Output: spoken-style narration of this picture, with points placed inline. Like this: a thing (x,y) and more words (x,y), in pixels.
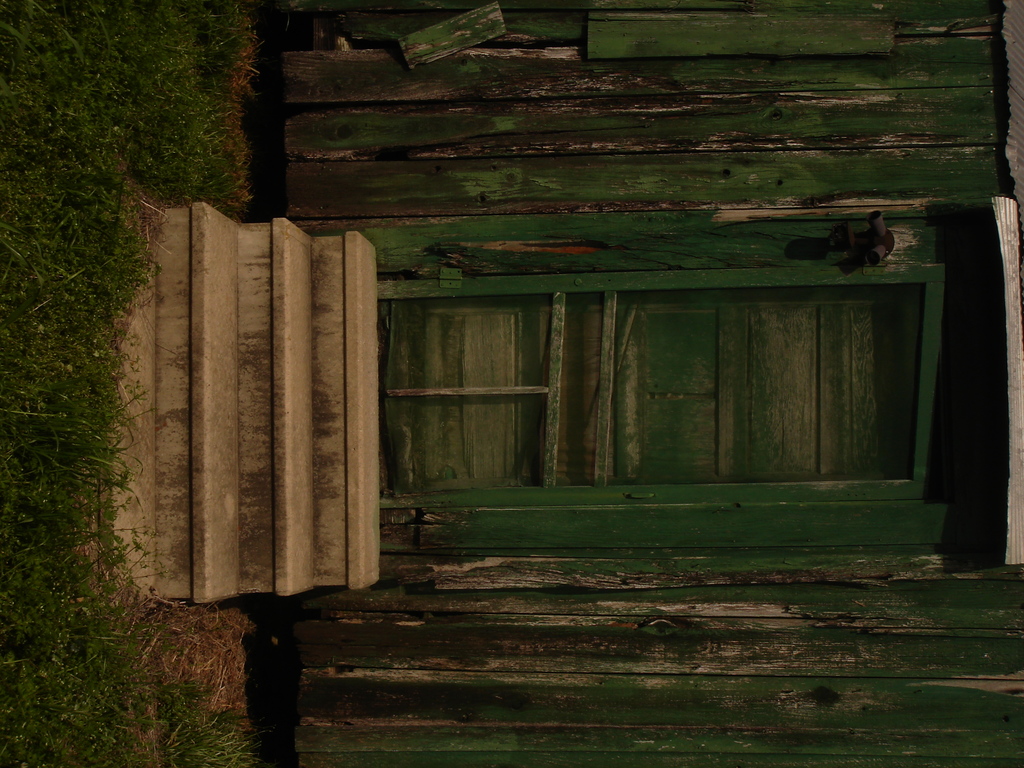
In this picture I can see the wooden house (557,278). In the center (497,478) I can see the door (497,454) and stairs (336,360). On the left (118,206) I can see the green grass (33,209).
